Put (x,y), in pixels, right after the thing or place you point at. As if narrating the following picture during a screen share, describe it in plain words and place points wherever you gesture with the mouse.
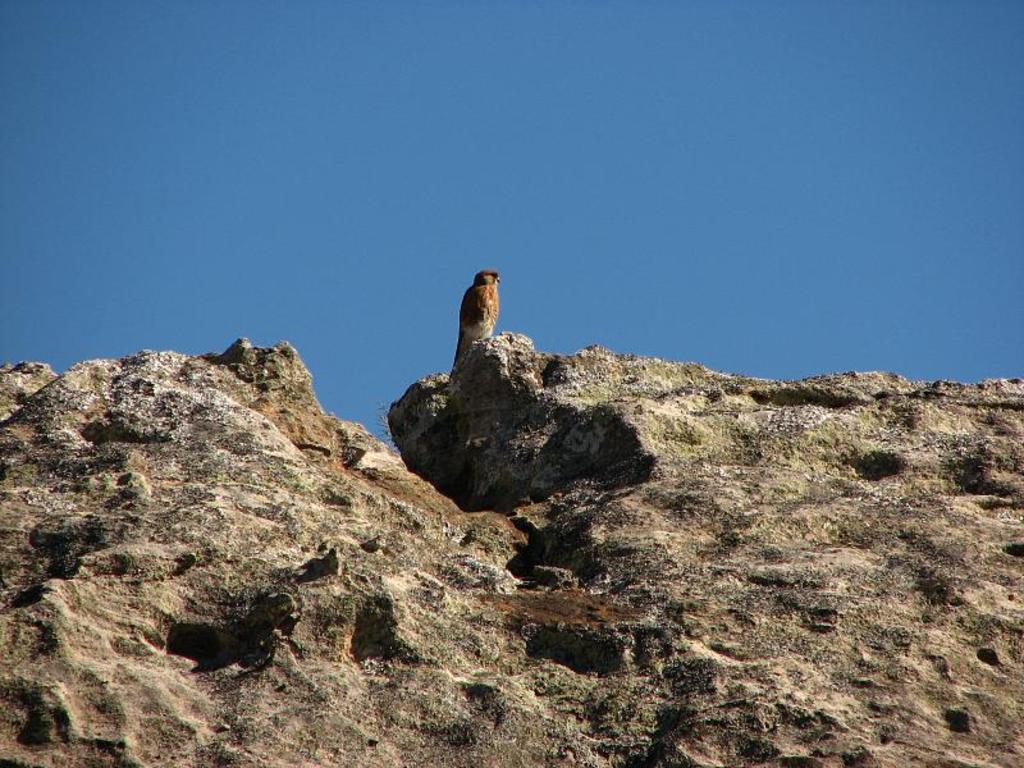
In the center of the image (475,288) we can see a bird (474,328) on the rock (464,410). In the background (480,155) there is sky (673,175).
